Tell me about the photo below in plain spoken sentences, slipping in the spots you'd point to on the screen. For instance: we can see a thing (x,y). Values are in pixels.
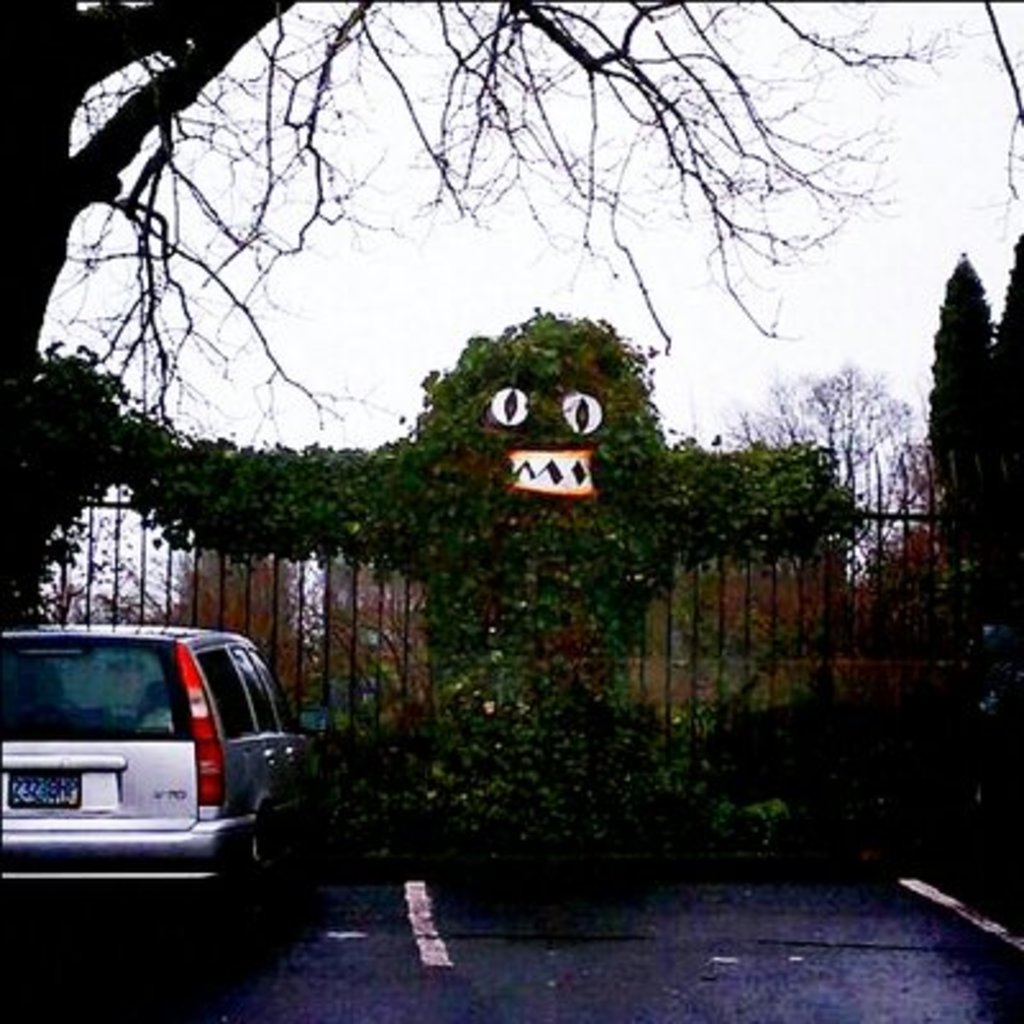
On the left side of the image (221,661) we can see a car (192,793) on the road (146,946), in front of the car (243,668) we can find few trees (864,610), metal rods (778,689) and plants (773,472).
